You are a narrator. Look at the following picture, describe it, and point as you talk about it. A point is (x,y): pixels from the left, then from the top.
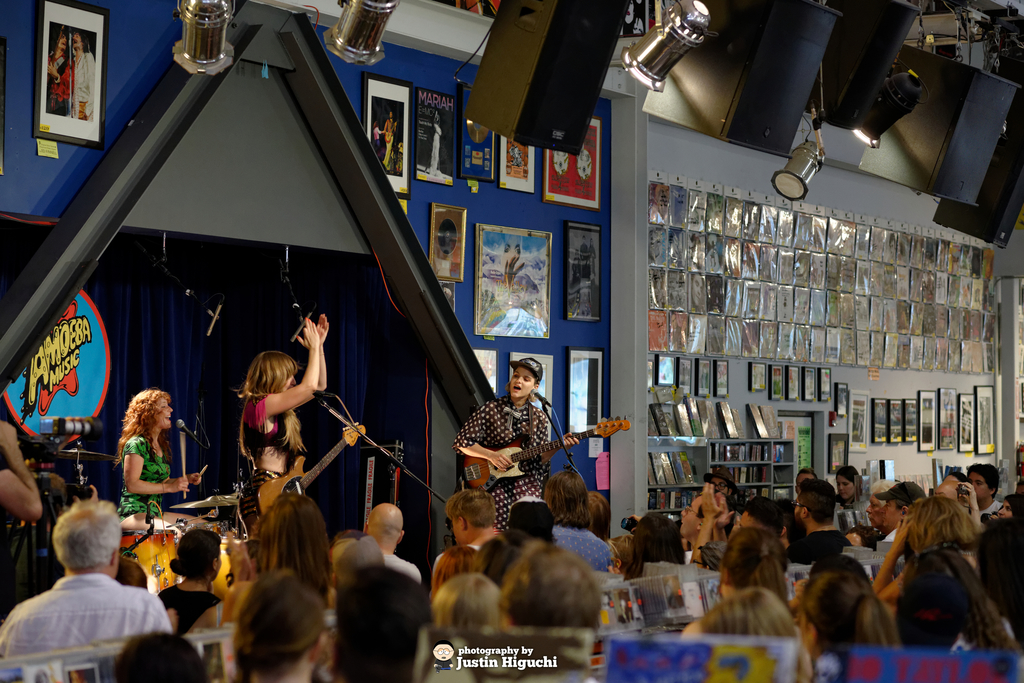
In this picture we can see some group of people (1000,524) standing and in front of them there are three people (256,409) holding some musical instruments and playing them and to the wall (470,330) there are some frames (585,303) and a lot of frames (675,309) on the other side of the wall (788,237) and there are some lights (652,34) and speakers (698,110) to the roof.
